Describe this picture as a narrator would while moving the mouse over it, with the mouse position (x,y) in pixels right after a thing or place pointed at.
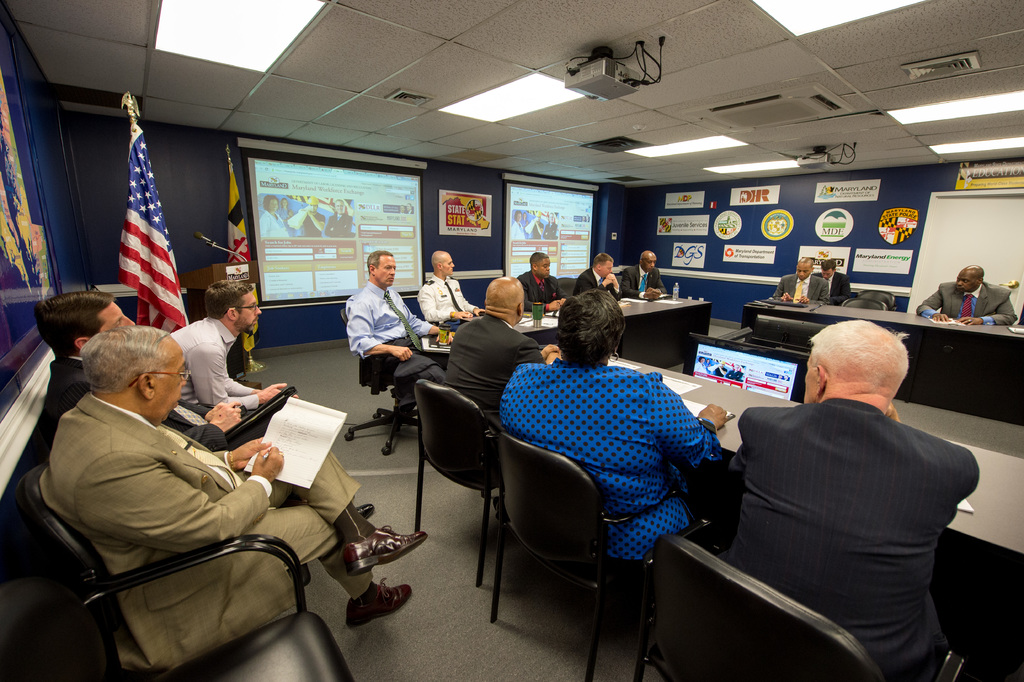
In the center (531,354) we can see some person (352,314) were sitting on the chair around the table (705,326). On the right side (976,299) we can see some persons (963,308) were sitting. And on the left side (186,428) we can see some persons (169,403) were sitting on the chair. On the background (318,245) we can see screen (305,235), sign boards (776,215) and flag (133,222).
